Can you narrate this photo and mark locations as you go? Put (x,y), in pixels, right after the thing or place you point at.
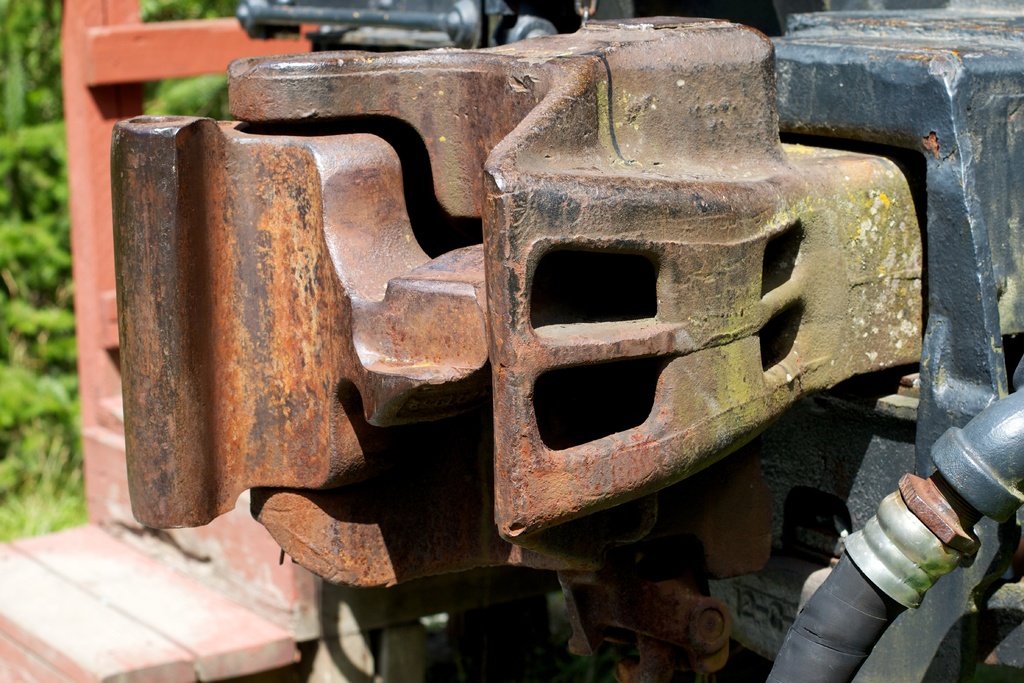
In this picture, it seems like an equipment (652,482) and a pipe (964,495) in the foreground area of the image (675,518), it seems like greenery (36,485) in the background (45,109).
